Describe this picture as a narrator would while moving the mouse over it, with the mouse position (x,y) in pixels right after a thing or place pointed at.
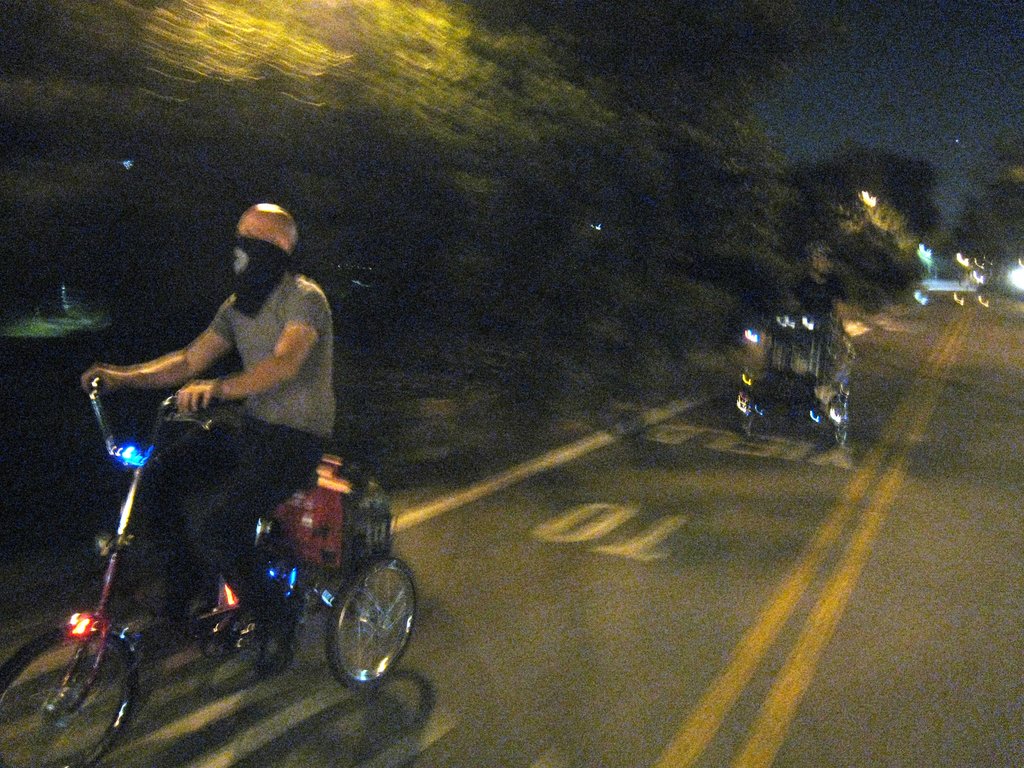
This is image of center of the road (634,573) and there is a person (150,522) riding on bicycle (97,631) and wearing a bandana (261,241), on his face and there are some trees (536,113) visible on the left side (56,186) and there is a sky (926,45) visible on the right side (946,93) corner.
